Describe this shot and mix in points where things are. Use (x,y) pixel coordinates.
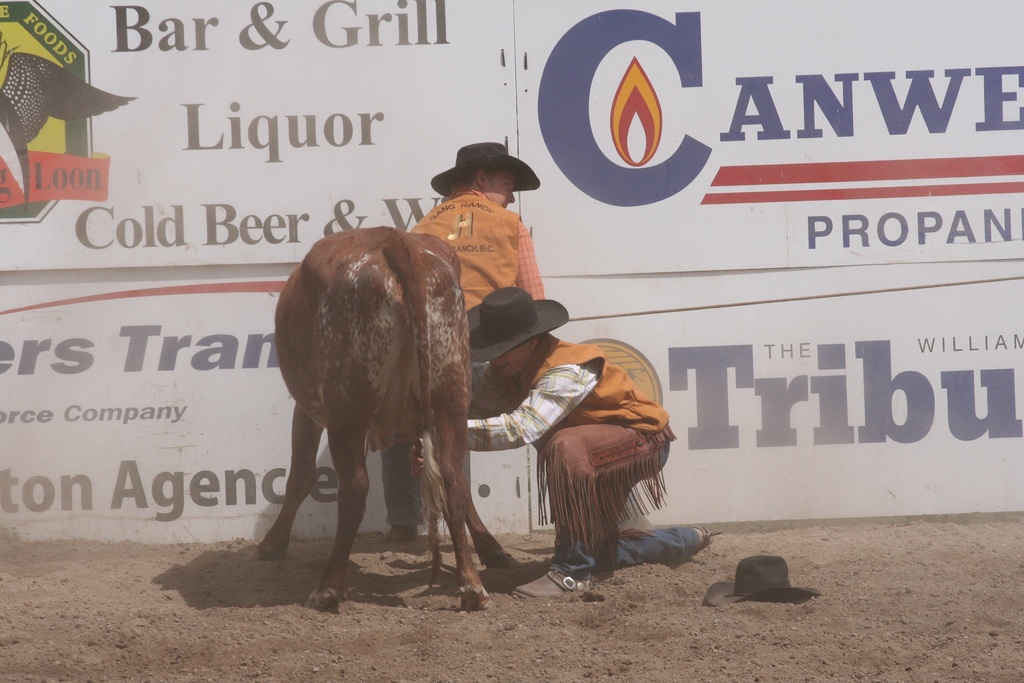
In this image we can see the two persons (552,366) wearing the hats (473,360). We can also see the animal (289,302) and a hat (768,590) present in the soil (881,610). In the background (327,60), we can see the banners (588,123) with the text (793,372).
